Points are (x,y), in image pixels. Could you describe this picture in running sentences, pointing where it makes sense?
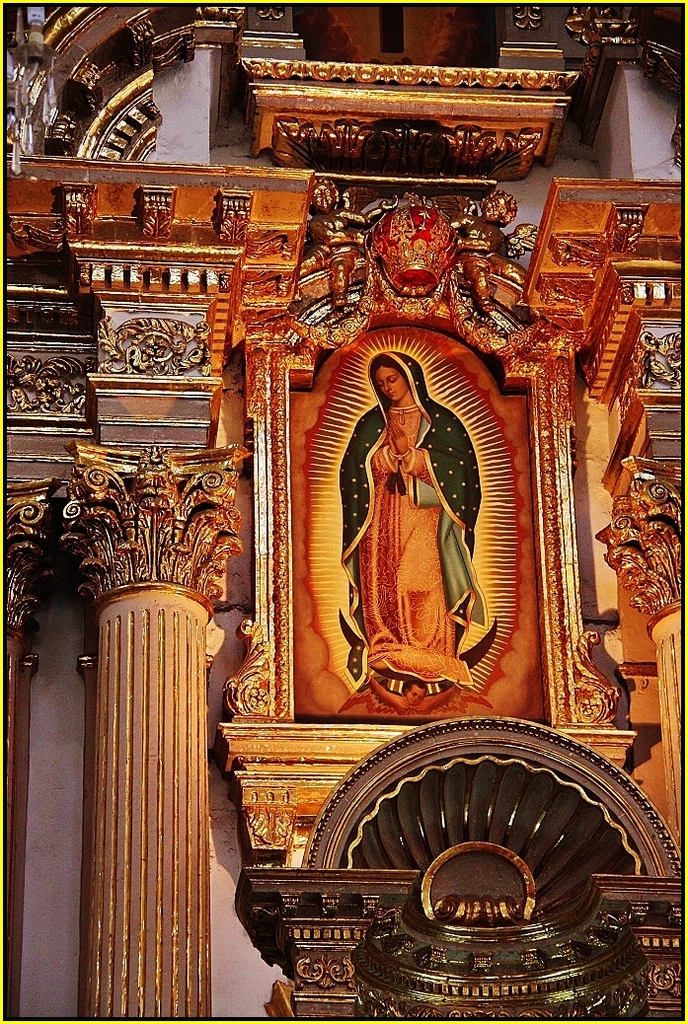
In this image I can see the inner view of the building (104,322). I can see a frame (348,688) to the wall (243,565). In the frame (275,555) there is a person (372,570) standing. To the side I can see the pillars (648,492).
